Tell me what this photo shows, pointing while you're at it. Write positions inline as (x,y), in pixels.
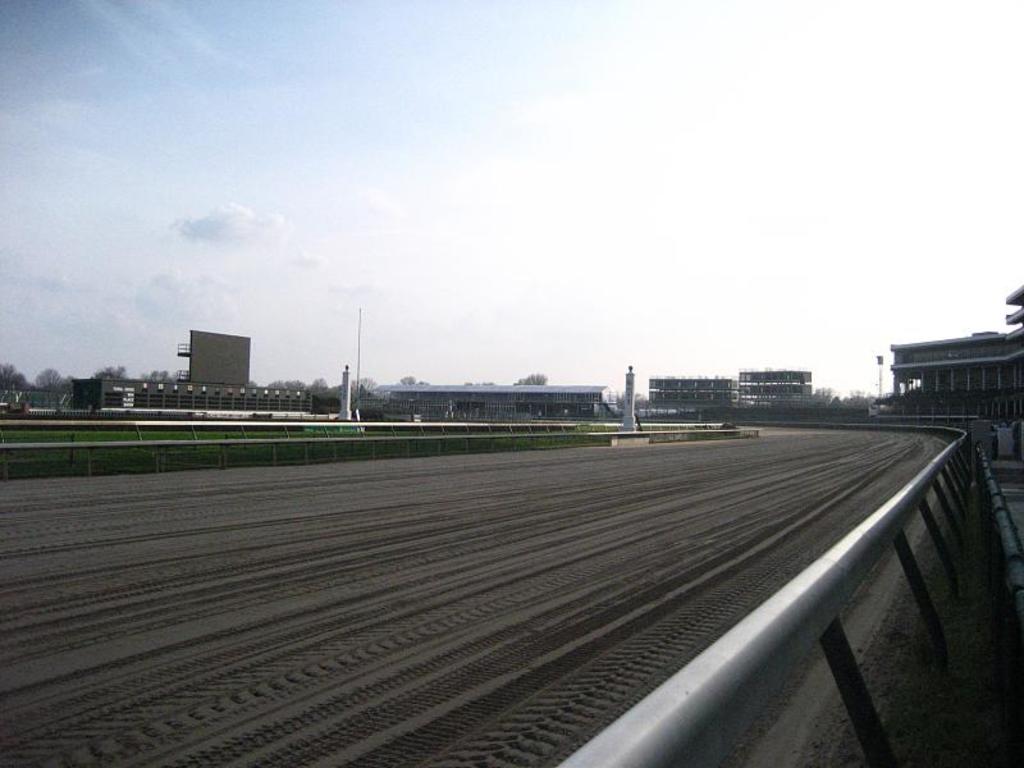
In this image there is the sky (443,186) truncated towards the top of the image (453,164), there are buildings (734,390), there is a building (961,361) truncated towards the right of the image (984,355), there is grass (91,440) truncated towards the left of the image (37,433), there is a tree (19,380) truncated towards the left of the image (34,390), there is a racing track (581,520) truncated towards the bottom of the image (615,528), there is a fencing (678,723) truncated towards the bottom of the image (694,728).
